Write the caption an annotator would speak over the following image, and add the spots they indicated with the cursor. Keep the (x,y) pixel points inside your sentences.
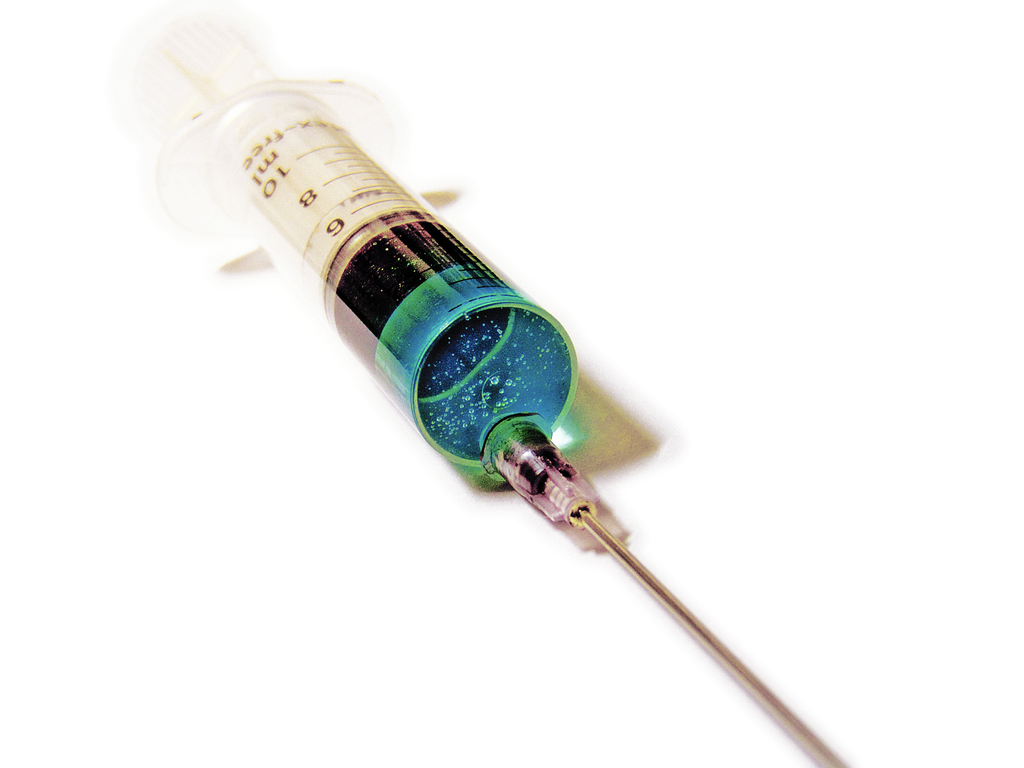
In this image we can see an injection (268,182) with liquid (417,285) and needle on a white color platform (86,350).
